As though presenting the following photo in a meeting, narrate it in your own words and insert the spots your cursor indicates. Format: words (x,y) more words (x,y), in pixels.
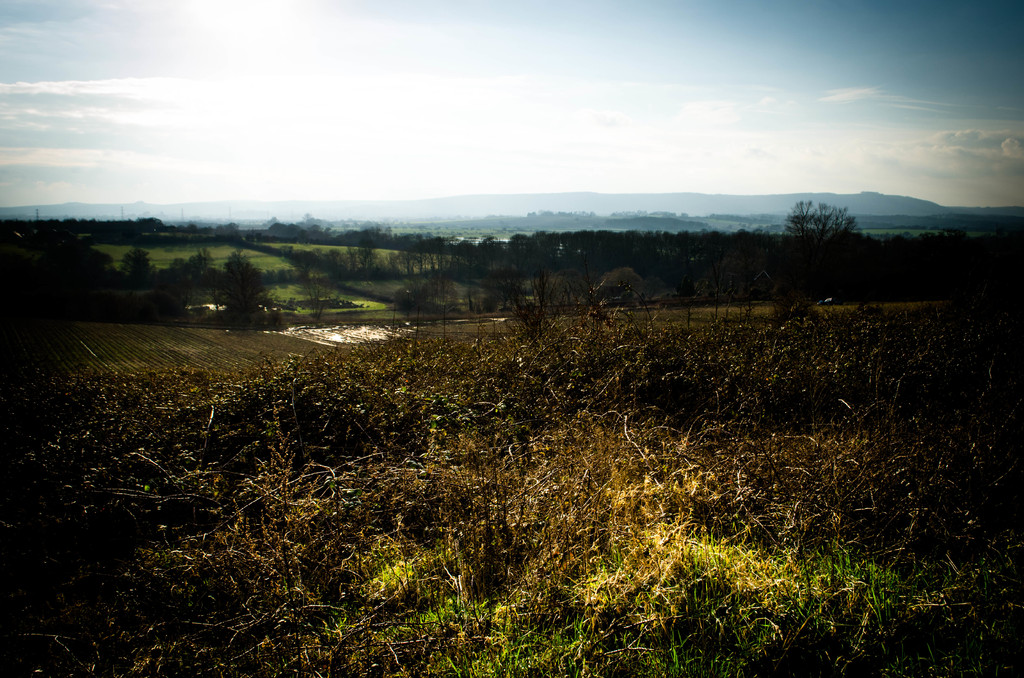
In this picture I can see grass (299,602), there are trees (622,268), hills (972,212), and in the background (673,149) there is the sky (555,149).
